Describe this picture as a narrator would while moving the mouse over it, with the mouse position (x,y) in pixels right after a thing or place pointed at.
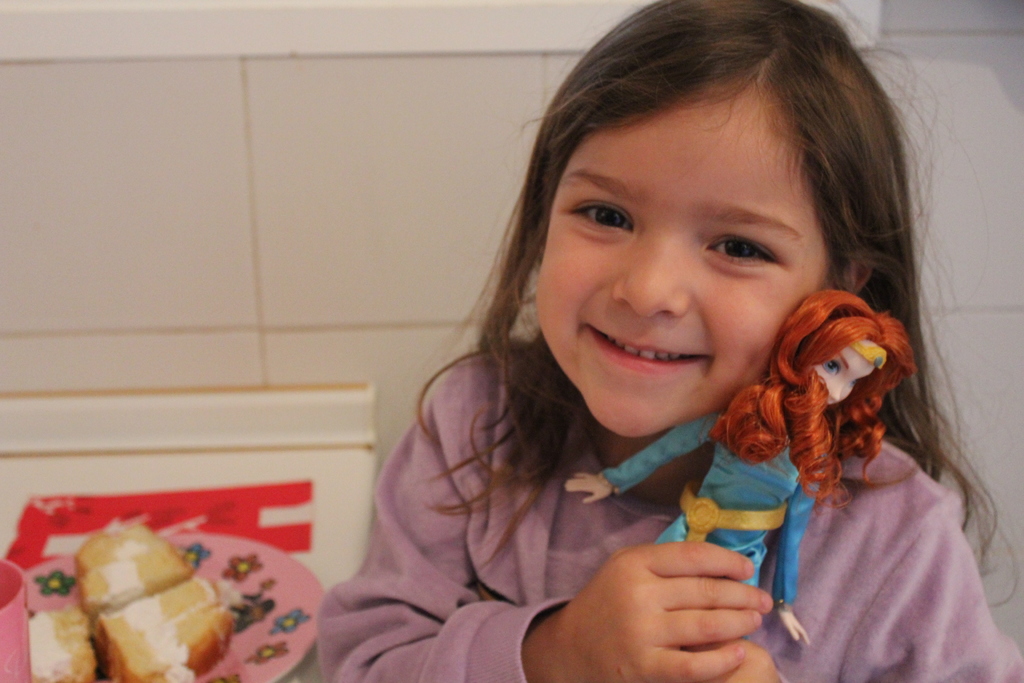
In this picture I can see a girl (737,136) in front (557,334) who is holding a doll (751,424) in her hands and I see that she is smiling. In the background (405,390) I see the wall (358,347) and on the left bottom of this image (102,587) I see a plate (64,609) on which there is food (158,632).
